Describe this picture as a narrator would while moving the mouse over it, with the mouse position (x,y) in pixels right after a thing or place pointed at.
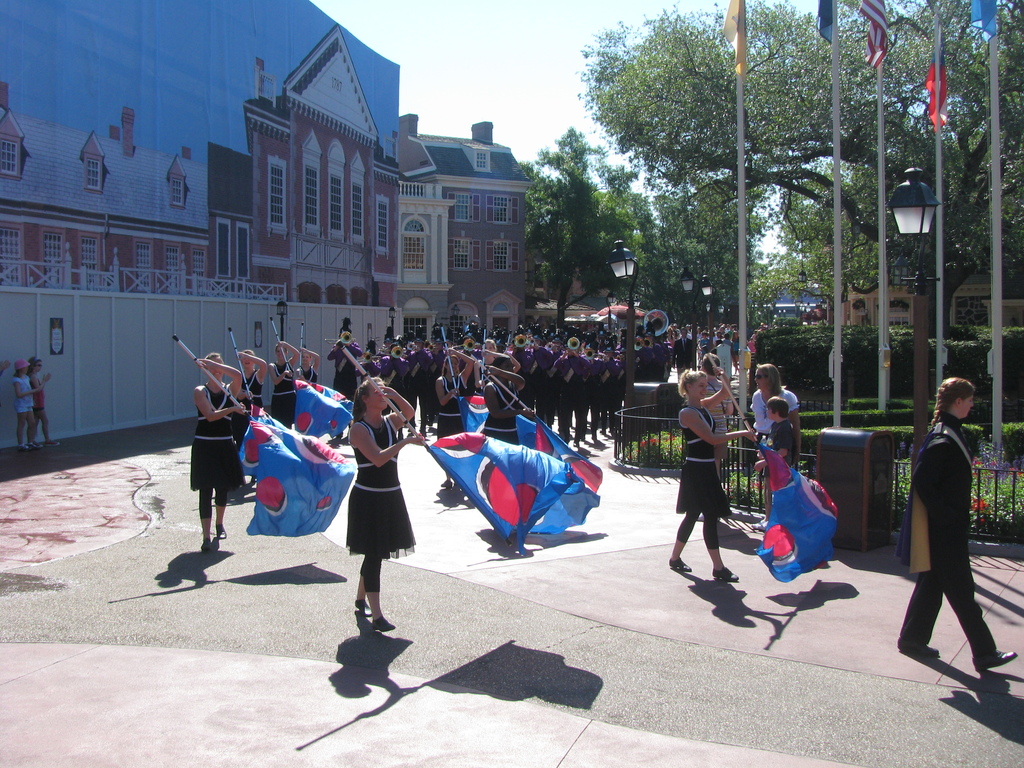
In this image I can see there are persons (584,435) walking on the road (668,494) and holding an object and few persons (584,369) are playing musical instruments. And at the back (468,138) there is a building (414,236). And at the right side (745,454) there is a fence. Below the fence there are plants (992,513) and flowers (1002,498). And there are trees (616,56) and a sky (433,65).
